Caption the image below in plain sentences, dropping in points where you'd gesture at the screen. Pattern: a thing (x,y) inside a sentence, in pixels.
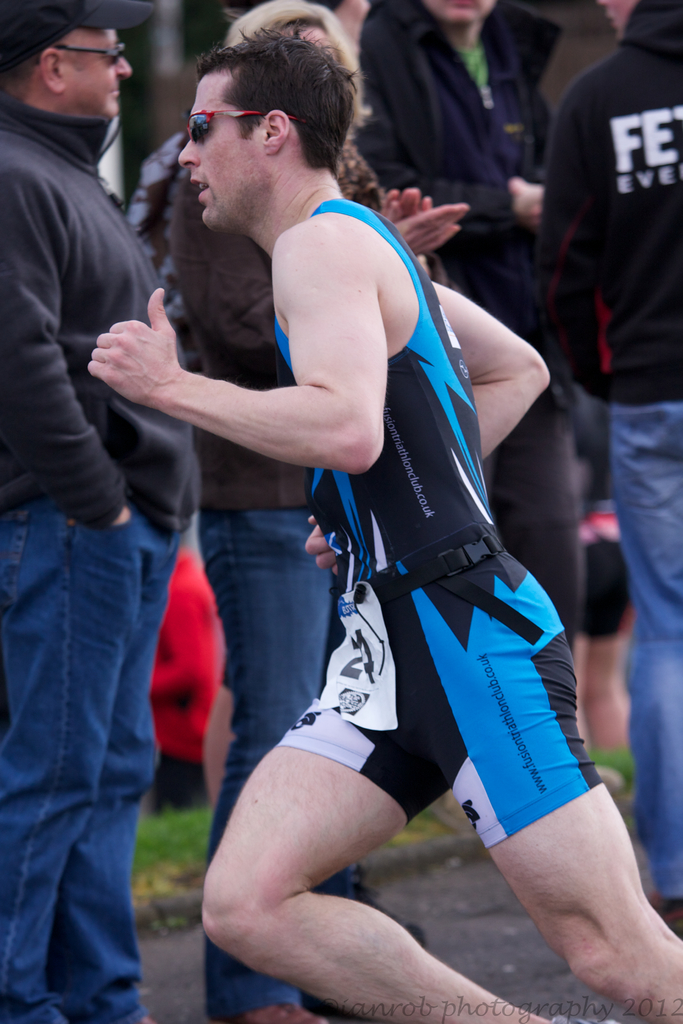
This image is taken outdoors. At the bottom of the image (514,931) there is a road (402,898) and there is a ground (171,855) with grass (188,855) on it. In the background (537,282) a few people (569,323) are standing on the road (497,907). In the middle of the image (323,344) a man (292,303) is running on the road (388,884).
